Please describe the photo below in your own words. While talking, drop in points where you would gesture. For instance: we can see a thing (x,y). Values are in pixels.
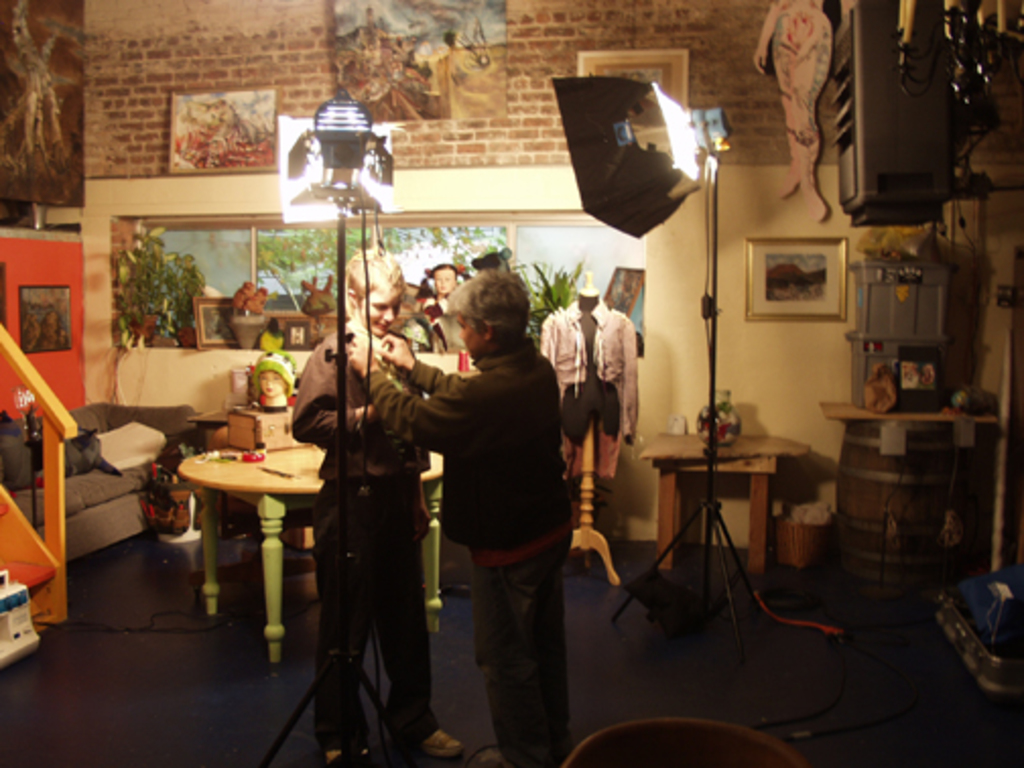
This picture show two people (325,517) standing We see some photo frames (370,9) on the wall (758,134) and a table (189,481) and a sofa set (108,481) and two lights (326,119).
